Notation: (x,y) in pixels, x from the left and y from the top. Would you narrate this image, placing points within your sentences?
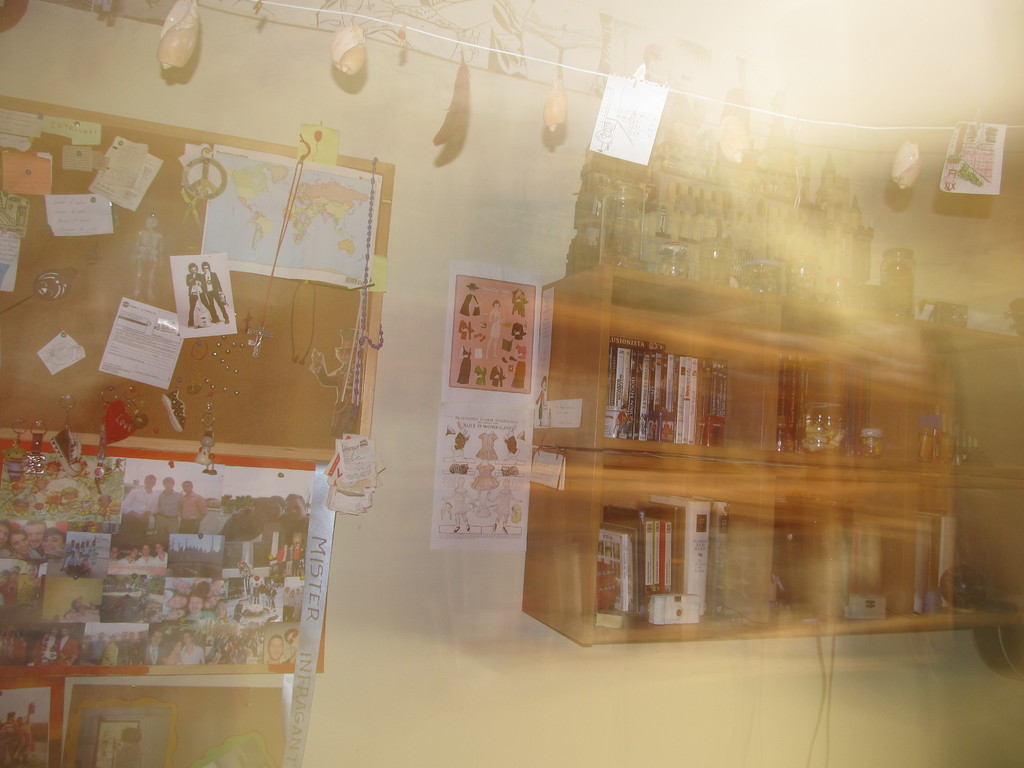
In this picture there is a inside view of the room (758,664) with a wooden cabinet (633,624) full of books (619,368). Beside there is a photo frames (193,601) and notice board (211,382). On the top (177,26) there is a decorative hanging shells (186,43).
